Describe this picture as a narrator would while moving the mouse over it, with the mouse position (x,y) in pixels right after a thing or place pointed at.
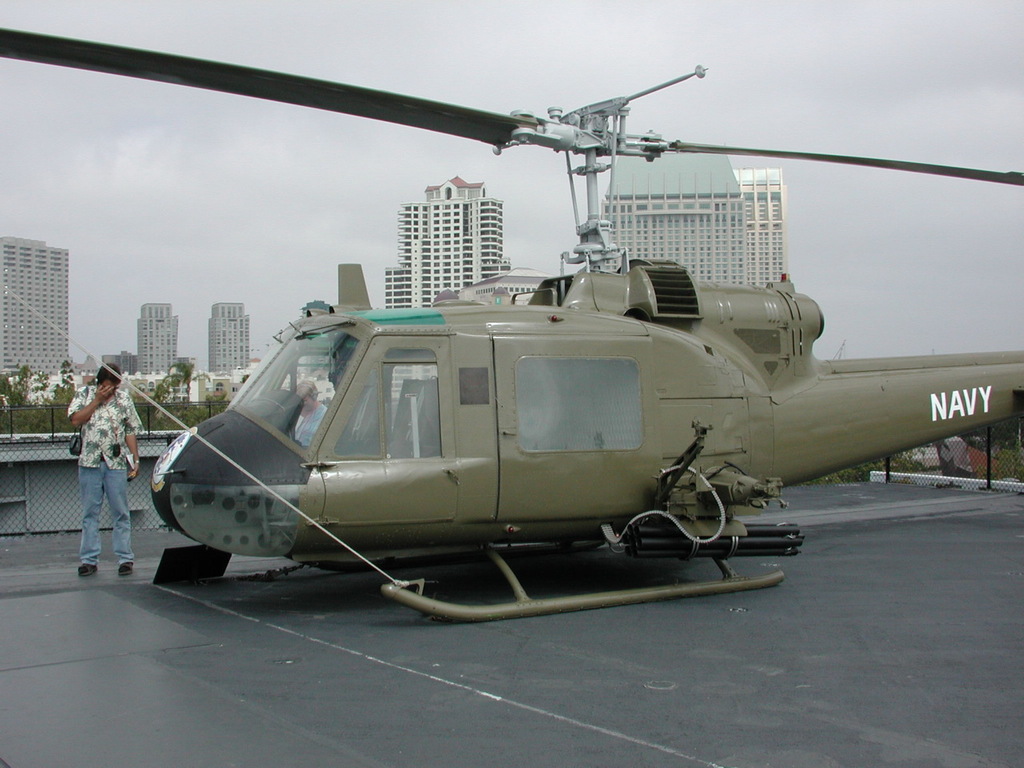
In this picture we can see a green color military helicopter (537,505) is parked on the helipad (522,630). Beside there is a man (114,432) wearing green and white shirt (119,437) is standing and looking straight. Behind there are some big buildings (765,212).
